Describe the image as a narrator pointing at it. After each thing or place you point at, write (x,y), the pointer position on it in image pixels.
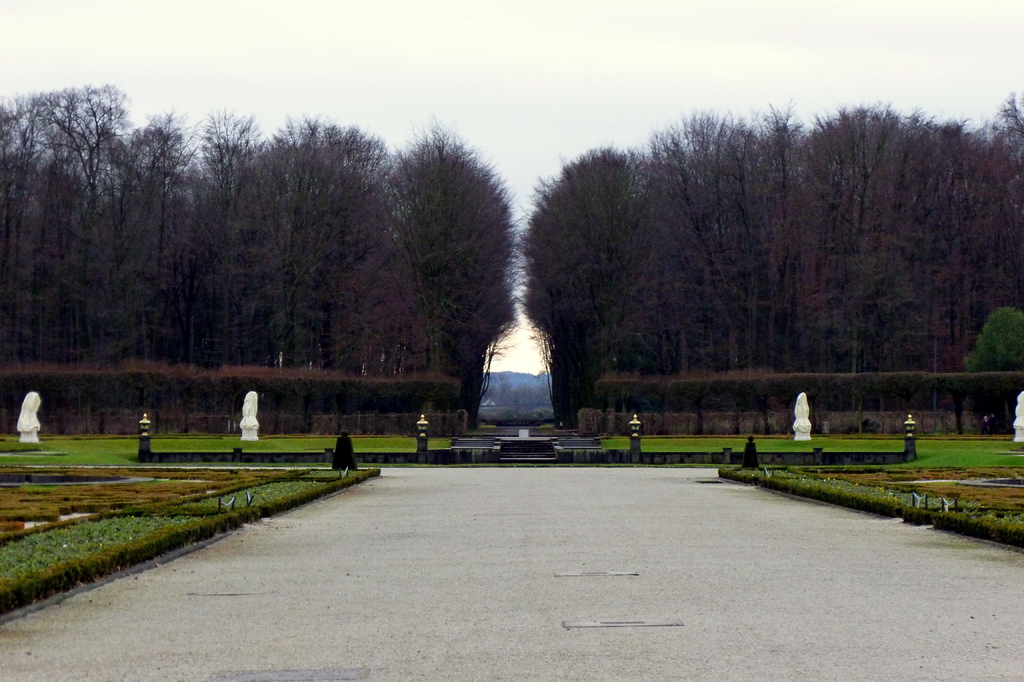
In this image there are steps (516,453) in middle of this image (532,448) and there are some trees (305,273) in the background (452,288) and there is a sky (376,91) at top of this image (433,89). there is a surface ground (383,547) at bottom of this image (488,622).
